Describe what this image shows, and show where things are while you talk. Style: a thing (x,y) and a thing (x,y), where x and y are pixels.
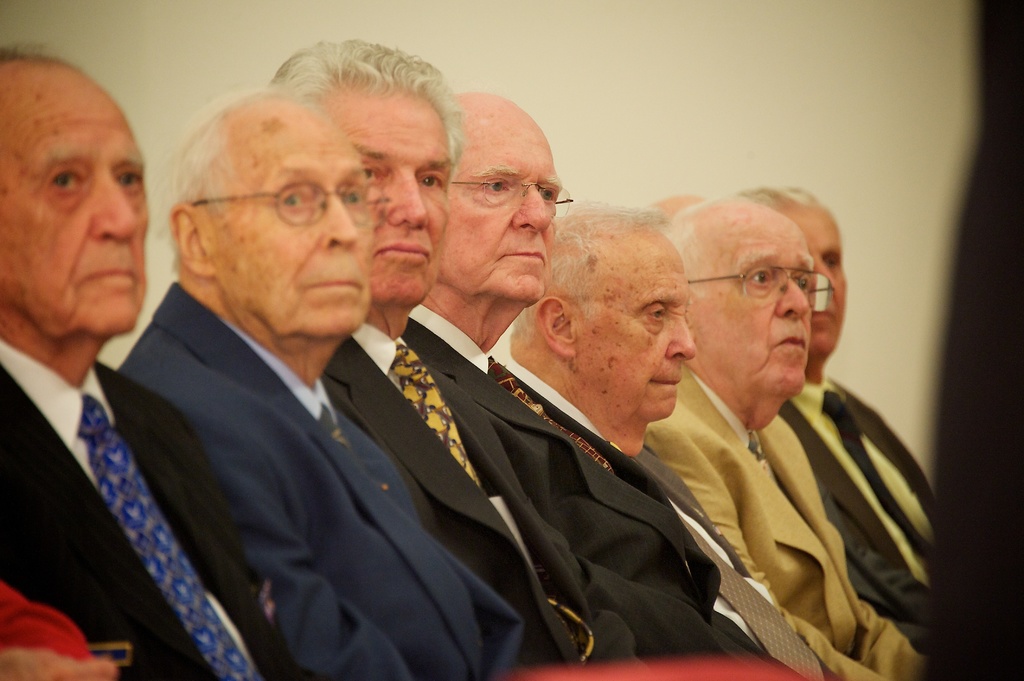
In this picture we can see seven men (708,484) are sitting, they wore suits (461,546), three of them wore spectacles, in the background (655,123) there is a wall (673,39).
